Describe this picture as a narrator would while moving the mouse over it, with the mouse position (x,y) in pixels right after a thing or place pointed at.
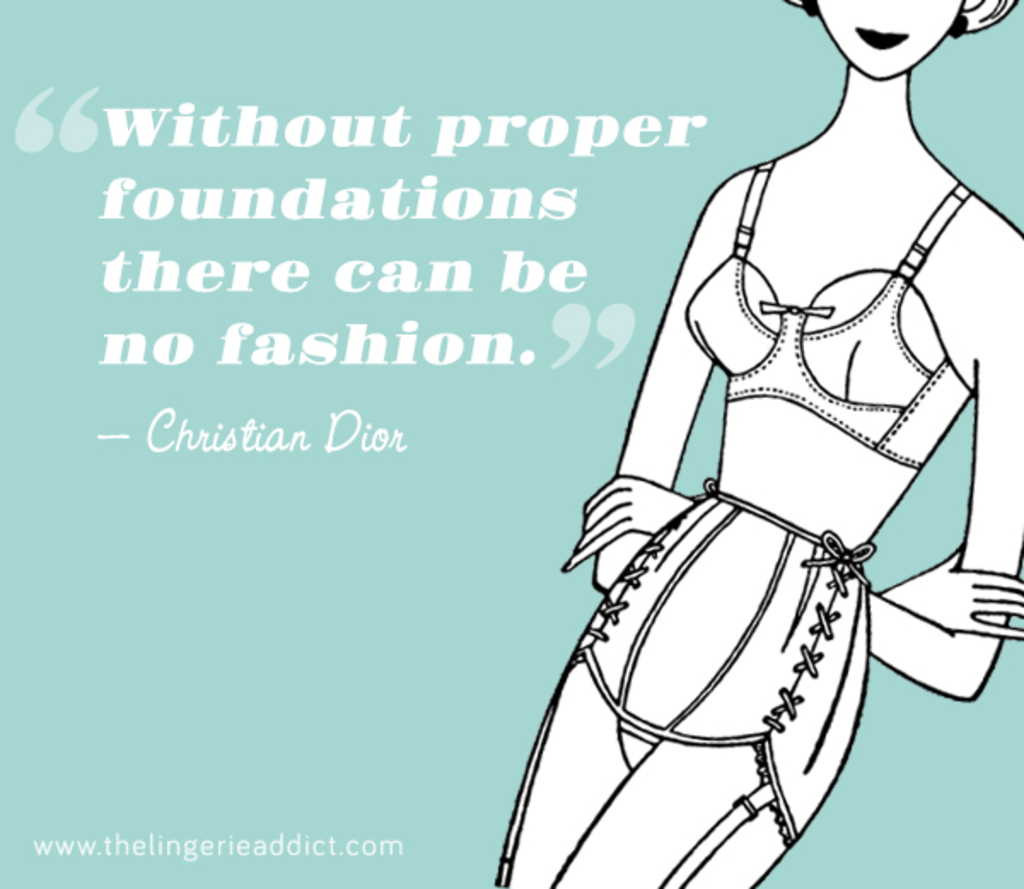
There is a poster (500,427). In which, there is an animated image of a woman (871,228) who is standing near a quotation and watermark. And the background (717,36) is blue in color.
